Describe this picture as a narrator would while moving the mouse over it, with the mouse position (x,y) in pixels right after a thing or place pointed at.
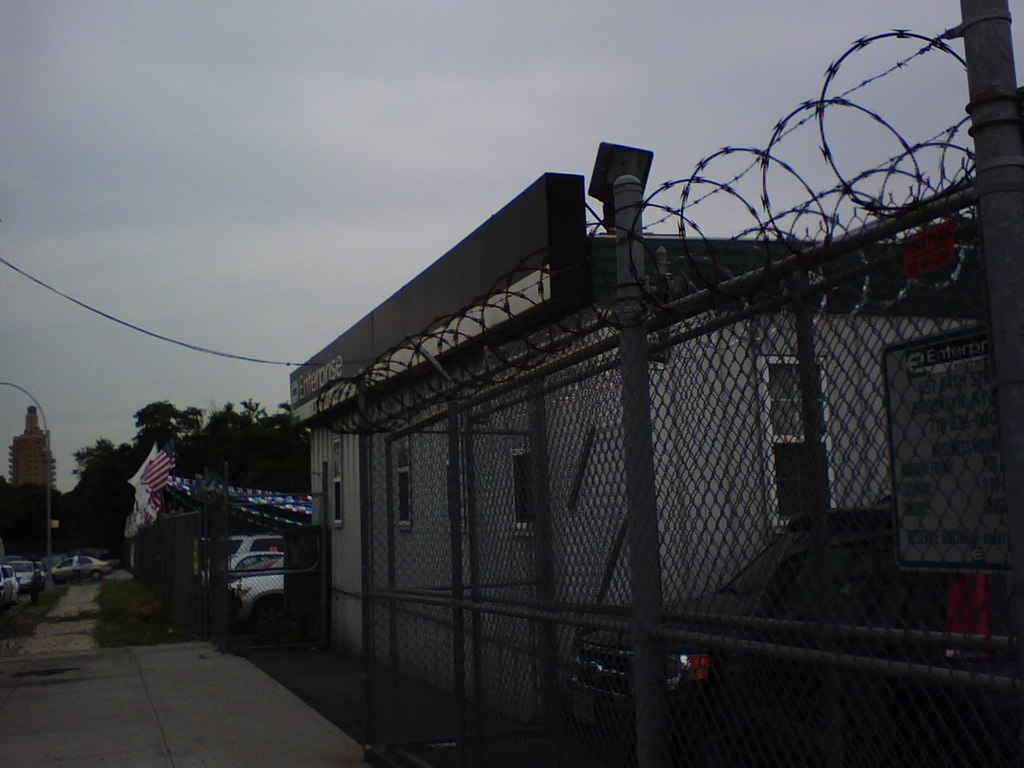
In this picture we can see fencing (691,502) in the front (691,502), on the right side (689,555) there is a building (330,504) and vehicles (274,544), in the background (261,519) there are some trees (98,485), a pole (48,501), vehicles (24,566), two flags (139,477) and a building (29,464), we can see the sky (240,138) at the top of the picture (229,117).
